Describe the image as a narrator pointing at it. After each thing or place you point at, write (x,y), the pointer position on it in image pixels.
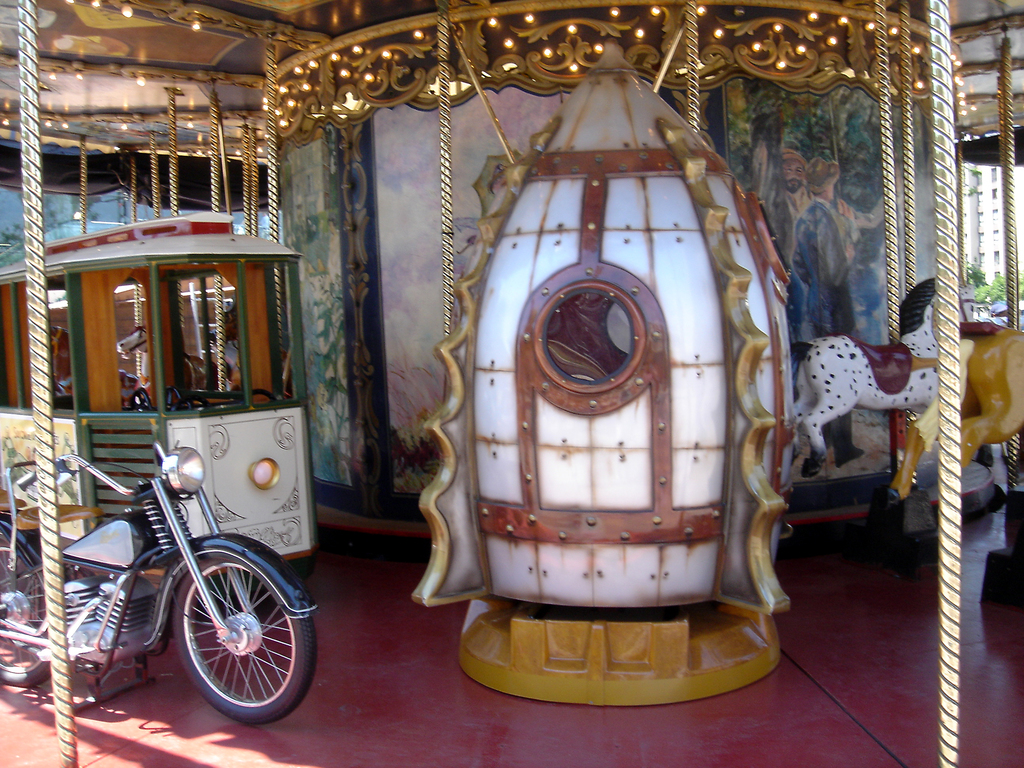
In the image there is a vehicle (159,504) and behind that there is some amusement ride (581,249) with a lot of decorations (734,140).
